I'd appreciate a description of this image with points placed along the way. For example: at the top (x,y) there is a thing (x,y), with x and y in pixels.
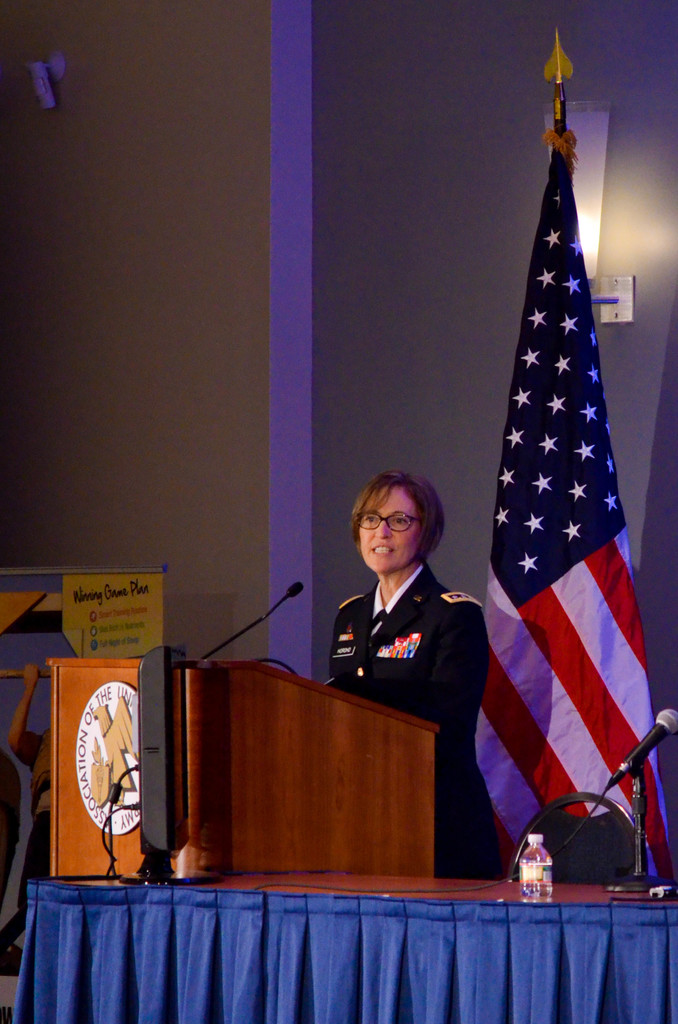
In this image, I can see a woman (464,752) standing with clothes (435,619) and spectacles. At the bottom of the image (363,886), I can see a table (416,895) with a speaker (155,780), water bottle (533,868), mic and a cloth (290,986) hanging. There is a name board (106,715) attached to the wooden podium (265,697). On the right side of the image (555,562), I can see a flag (555,459) hanging to a pole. In the background (140,604), there is a banner (128,607) and a lamp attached to the wall (443,330).
